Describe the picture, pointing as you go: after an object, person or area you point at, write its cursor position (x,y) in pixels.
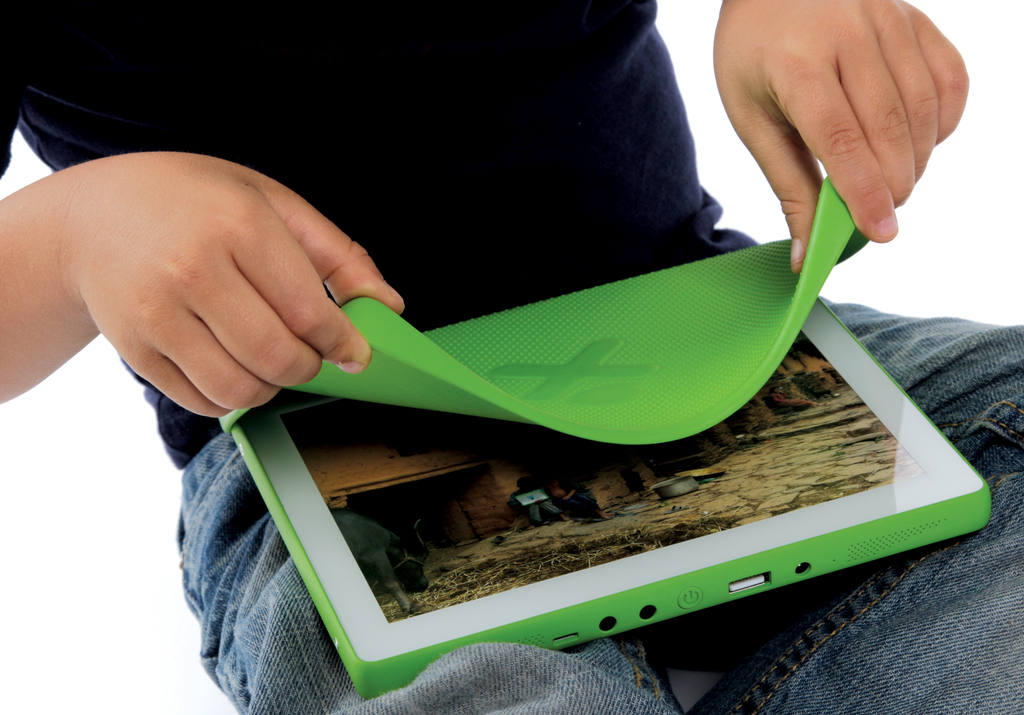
In this image, we can see a child (440,664) sitting and keeping a tablet (759,554) on his laps (807,670) and he is holding a tablet (440,555). In the background (1015,205), we can see white color.
